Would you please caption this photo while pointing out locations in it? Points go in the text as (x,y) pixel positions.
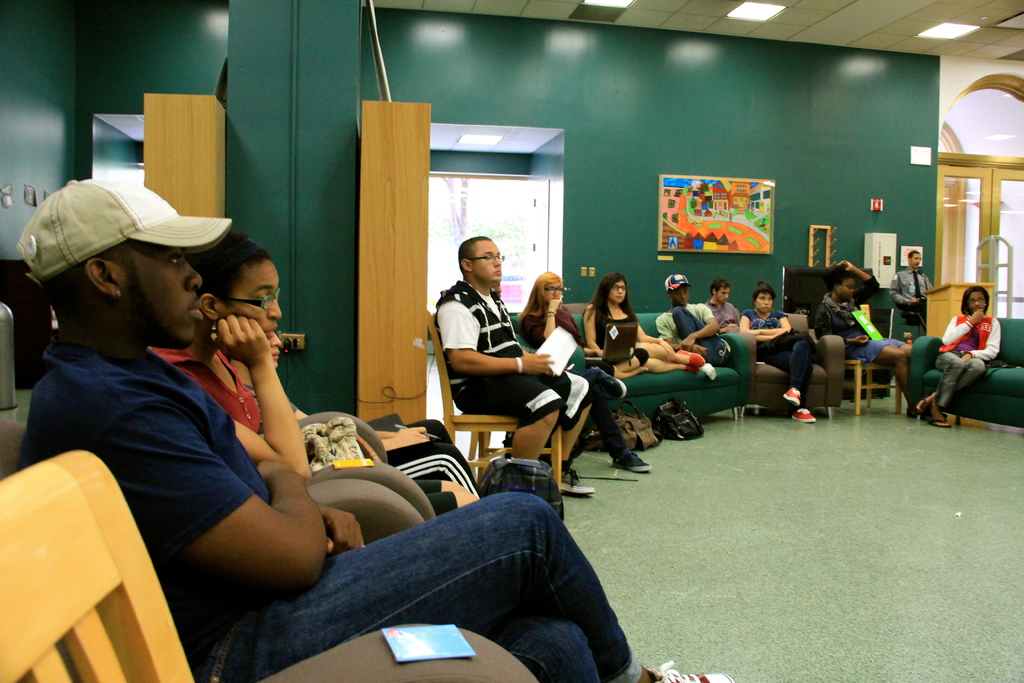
In this picture we can see a group of people (395,548) on the floor (760,493), they are sitting on chairs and sofas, here we can see papers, podium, bags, doors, photo frame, pillars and some objects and in the background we can see a wall (35,91), roof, lights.
